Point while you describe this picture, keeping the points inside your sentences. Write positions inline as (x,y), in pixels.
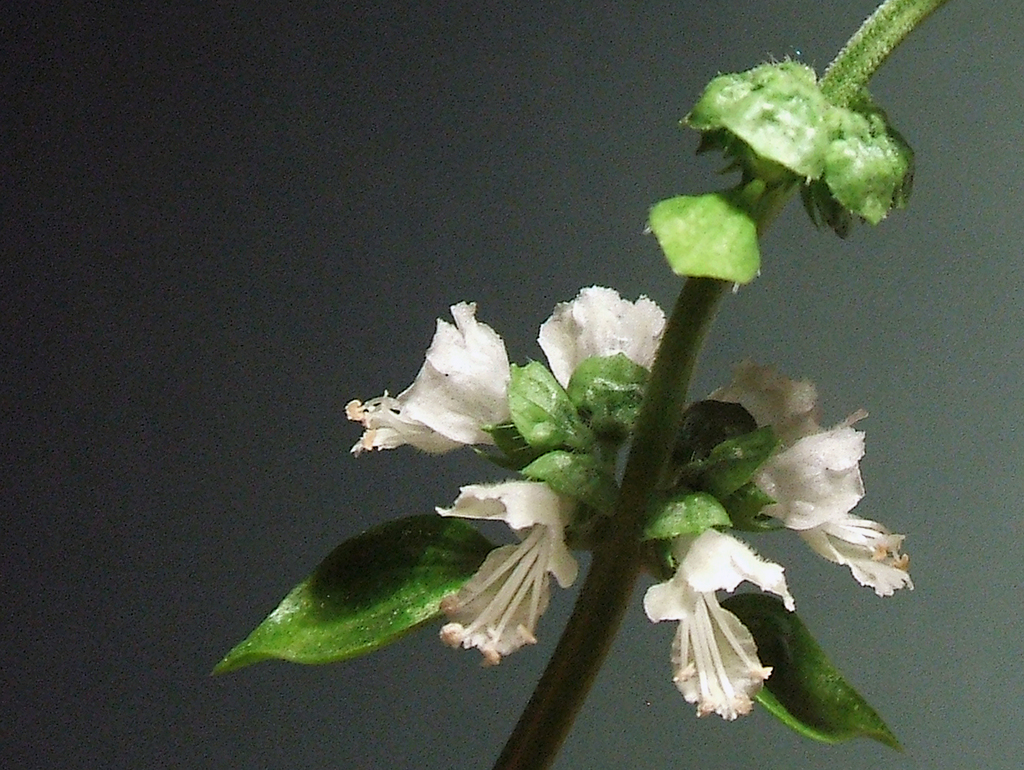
In this picture we can see a stem (529,761) with flowers (760,676) and leaves (771,687) and in the background (103,769) we can see it is dark.
